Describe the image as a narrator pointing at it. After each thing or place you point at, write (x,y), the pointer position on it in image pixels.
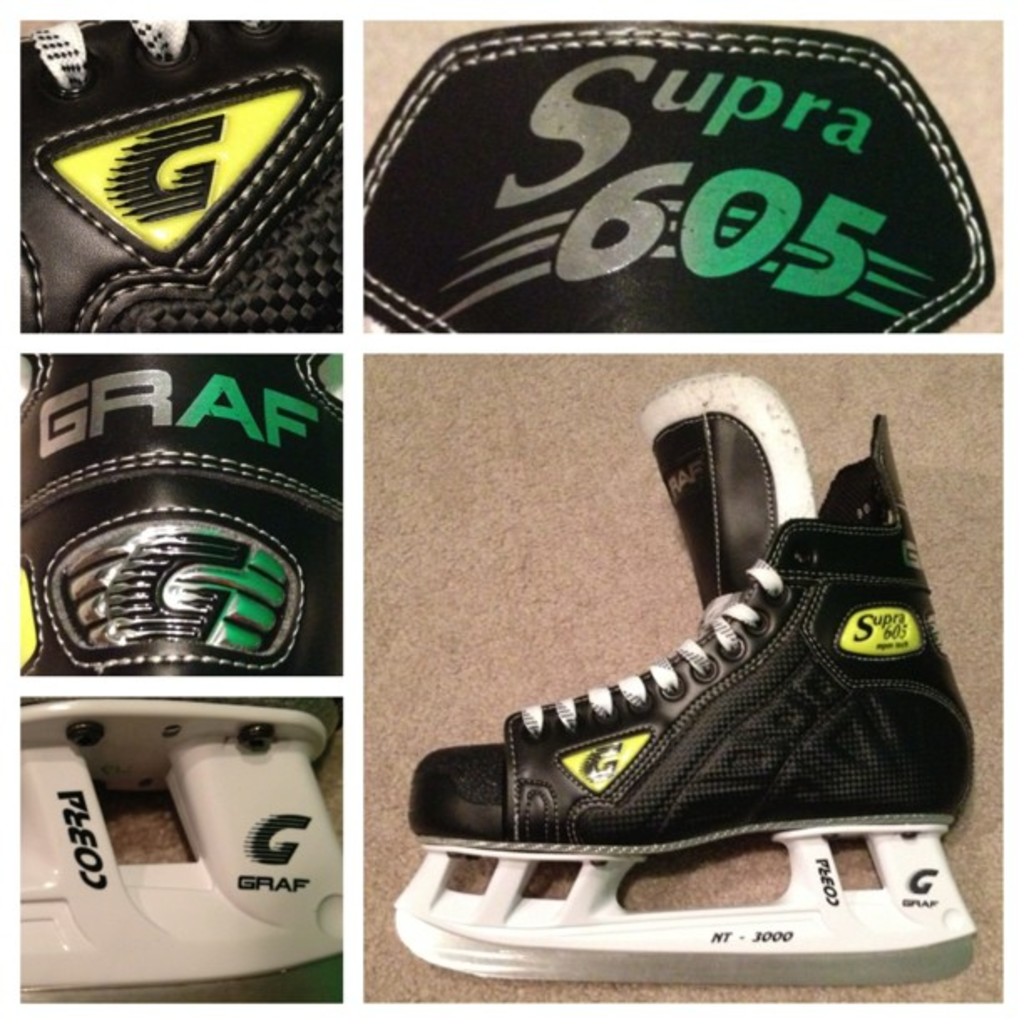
This image is a collage and in this image we can see a black color shoe (685,660).
